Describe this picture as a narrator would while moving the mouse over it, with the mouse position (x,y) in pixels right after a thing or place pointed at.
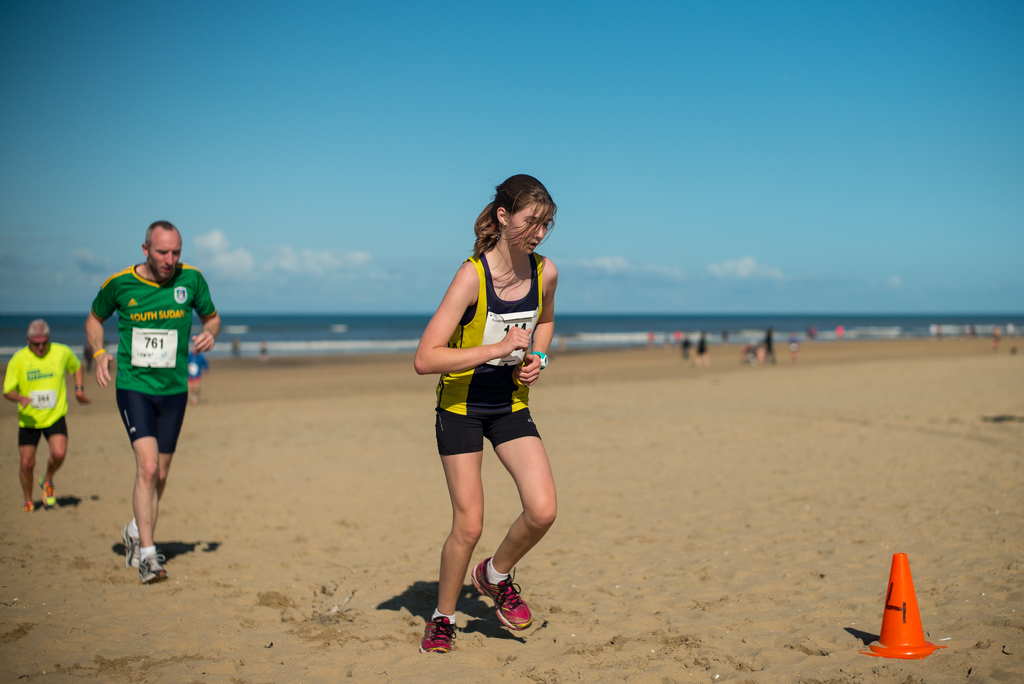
In this picture we can see group of people (481,316) and few are running, in the background (233,338) we can find clouds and sea (738,341), in the bottom right hand corner (906,589) we can see a cone (899,602).
